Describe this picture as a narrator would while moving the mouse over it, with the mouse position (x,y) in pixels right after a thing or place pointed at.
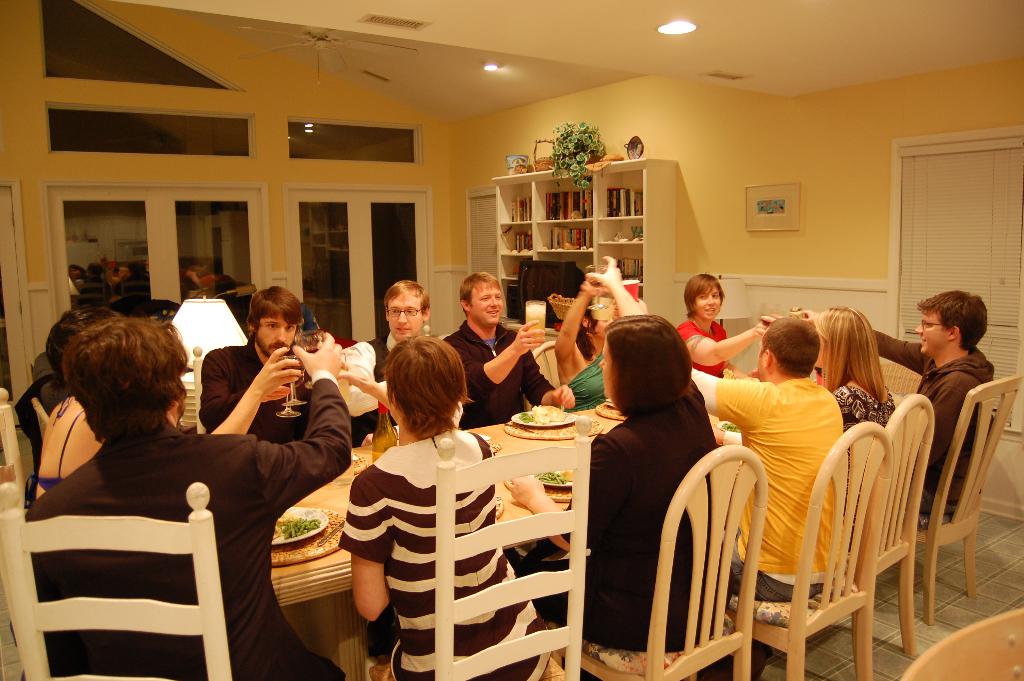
In this picture we can see a group of people (525,356) sitting on chair (454,479) and in front of them there is table (534,441) and on table (338,481) we can see plates (534,425) food (527,413) in it, bottle (391,424) and this persons (307,367) are holding glass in their hands (330,365) and in background (161,217) we can see window (102,206), racks (508,216) with books (545,216) in it, plant (584,131), wall (454,189) with frame (780,221).
